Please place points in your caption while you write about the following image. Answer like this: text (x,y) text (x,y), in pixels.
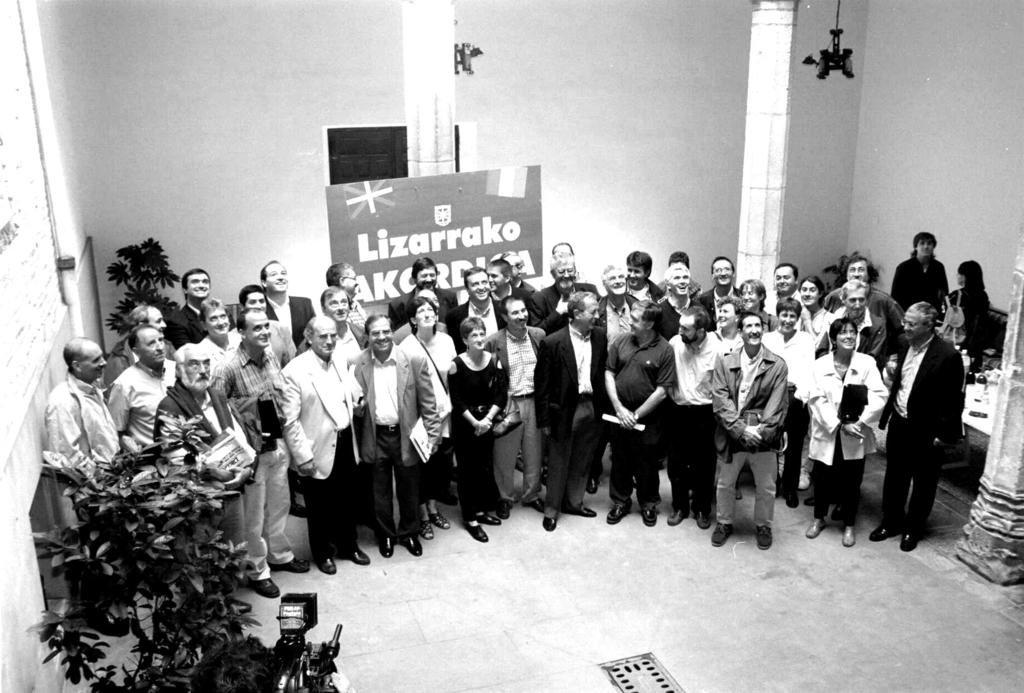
In this image we can see black and white picture of a group of people (767,387) standing on the ground (780,528), some people (776,407) are holding objects (605,420) in their hands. In the foreground of the image (298,679) we can see a person (225,676) holding a camera (297,634) and a plant (182,630). In the center of the image (347,239) we can see a board (500,213) with some text (451,244). At the right side of the image (979,380) we can see some objects (992,381) on the table (967,397). At the top of the image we can see some pillars (1010,376) and lights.
